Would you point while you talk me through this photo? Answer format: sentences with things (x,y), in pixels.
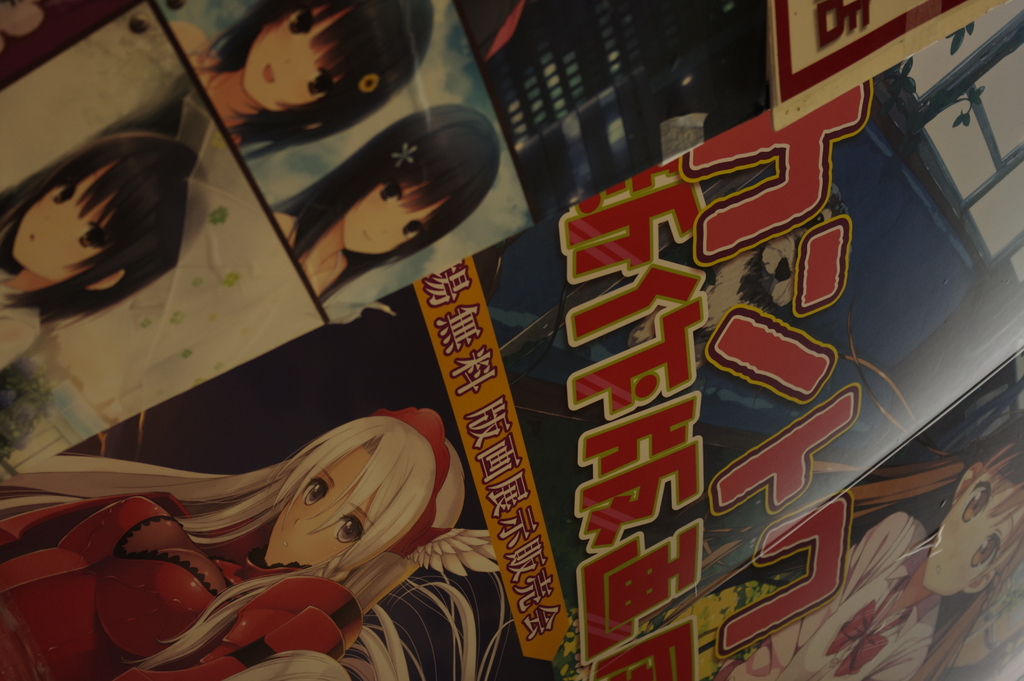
In this picture it looks like posters (511,263), there are words (752,139) and cartoon characters (310,203) on them.
